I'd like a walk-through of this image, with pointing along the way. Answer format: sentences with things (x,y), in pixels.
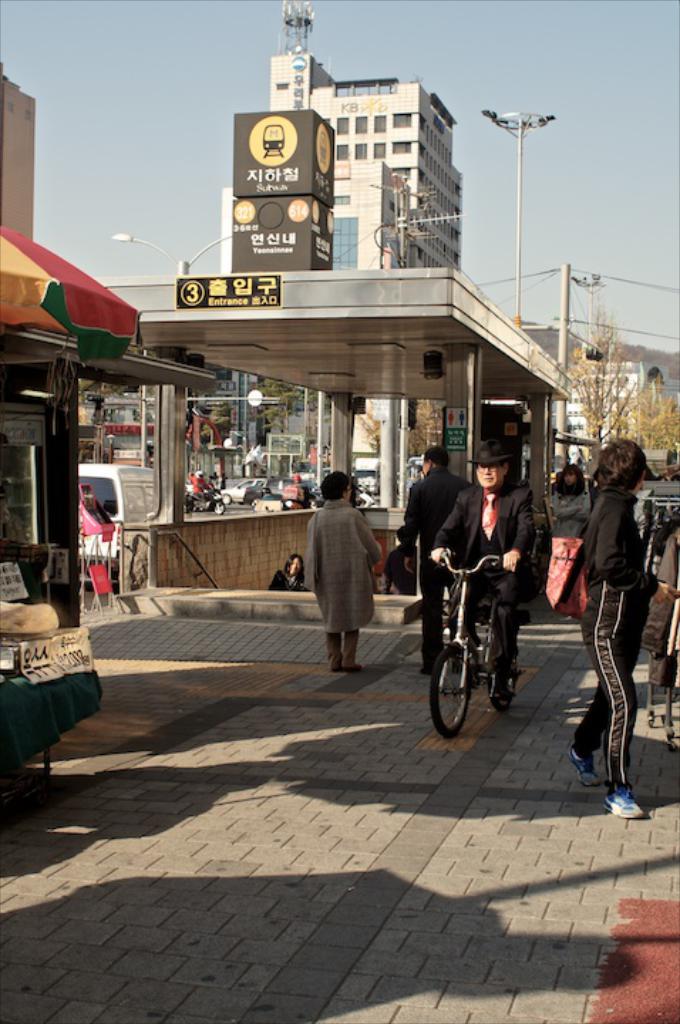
In this image there is the sky (569,178) towards the top of the image (645,233), there are buildings (377,180), there are persons (569,496) walking, there is a man (500,507) riding a bicycle (482,562), there is an umbrella (76,287) towards the left of the image (62,313), there are objects (19,521) towards the left of the image (32,451), there are trees (620,403) towards the right of the image (630,402), there are objects (665,603) towards the right of the image (676,486), there is ground (310,875) towards the bottom of the image (400,899), there are poles (517,267), there are lights (495,117), there are boards (265,256), there is text (287,242) on the boards (299,192), there is road (243,506), there are vehicles (237,493) on the road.
